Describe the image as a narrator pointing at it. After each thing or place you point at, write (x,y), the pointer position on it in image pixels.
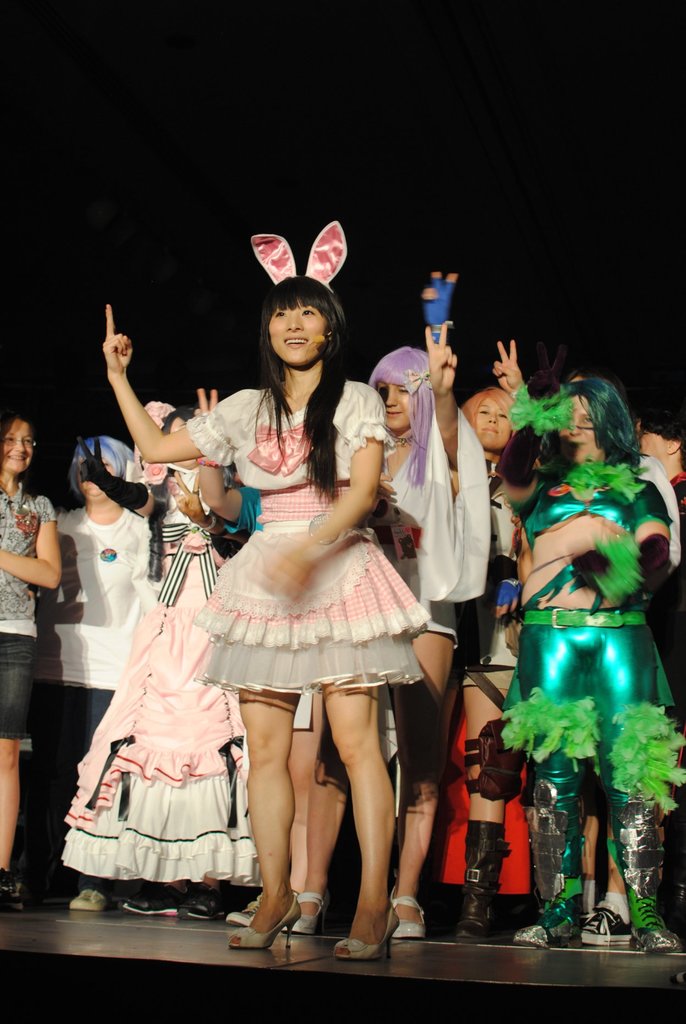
Here we can see group of people (408,865) on the floor (391,958) and there is a dark background (609,299).
